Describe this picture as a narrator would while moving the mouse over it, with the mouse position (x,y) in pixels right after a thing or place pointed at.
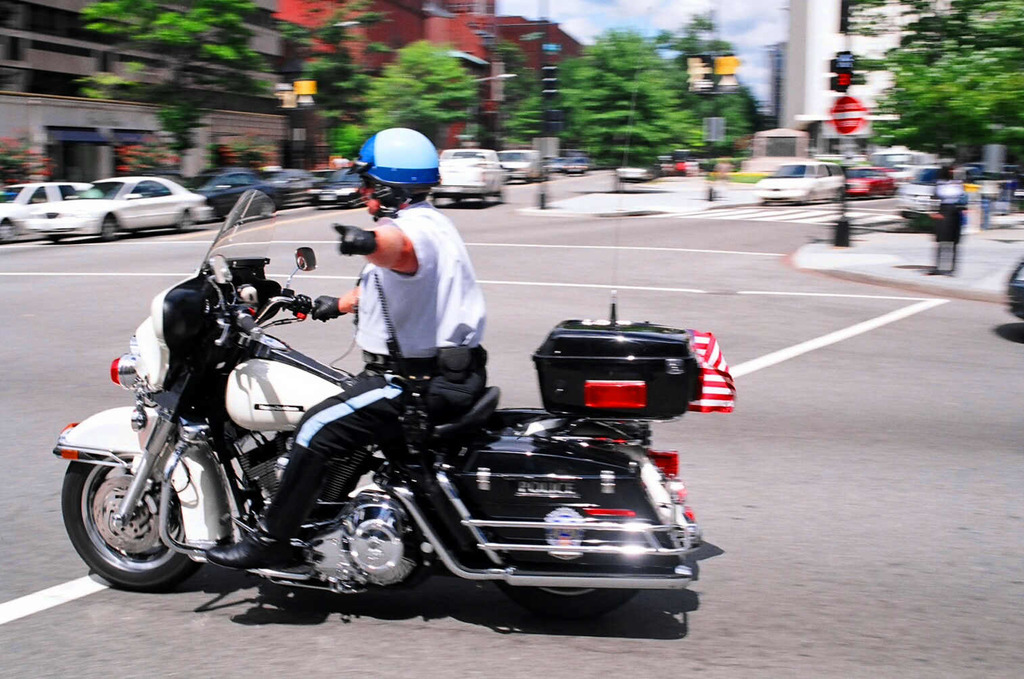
In this picture we can see a man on the bike (170,453). This is the road (41,264) and there are some vehicles (482,193) on the road (677,230). These are the trees (586,91). On the background (387,38) we can see some buildings (898,16). And this is the traffic light (846,18).
